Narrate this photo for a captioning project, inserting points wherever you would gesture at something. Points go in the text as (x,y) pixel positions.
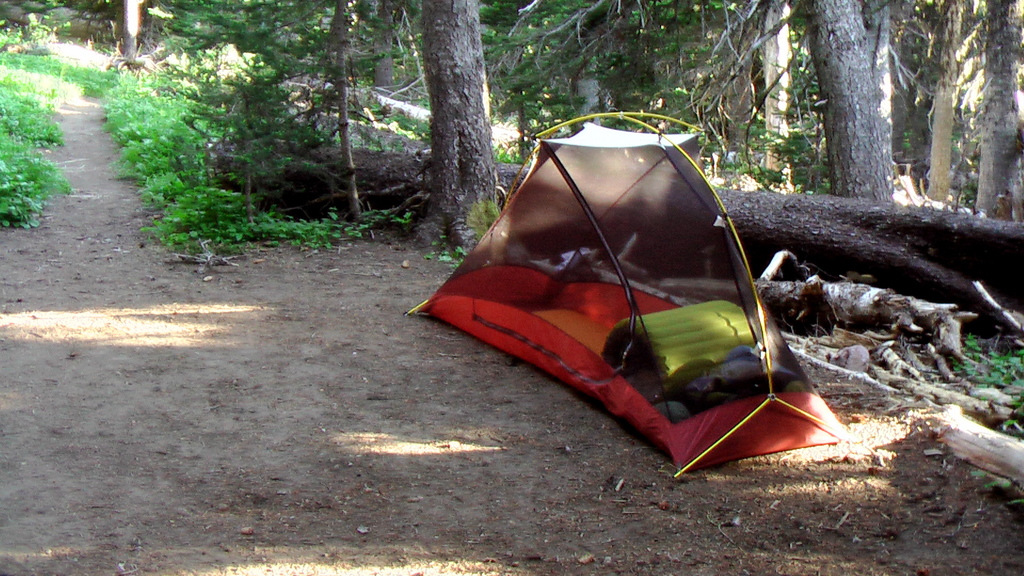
In the front of the image (635,243) we can see a tent (629,228). Inside the tent (709,417) there are things (637,326). In the background of the image (673,76) there are plants (181,116) and trees (389,40).
